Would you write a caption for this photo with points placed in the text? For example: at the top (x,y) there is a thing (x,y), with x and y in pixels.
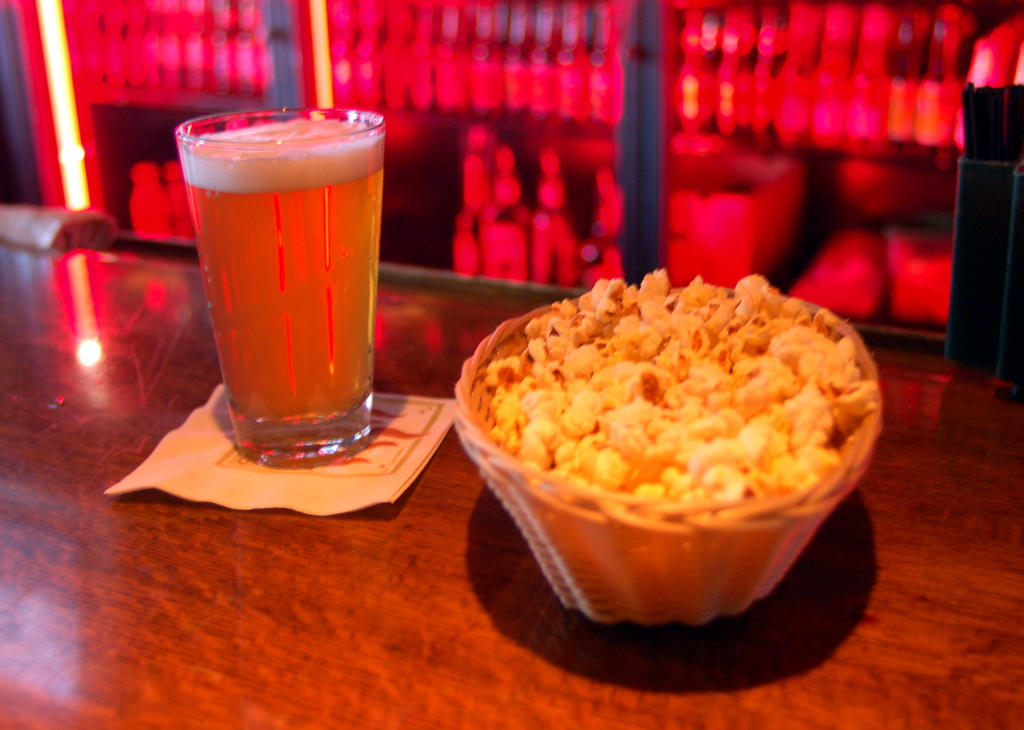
In this image we can see a glass (313,253) with drink (369,161), paper (374,490), popcorn (667,416) in a bowl (665,582), and other objects (1022,91) on a table (109,692). There is a red color background (126,91) and we can see bottles (597,52).
